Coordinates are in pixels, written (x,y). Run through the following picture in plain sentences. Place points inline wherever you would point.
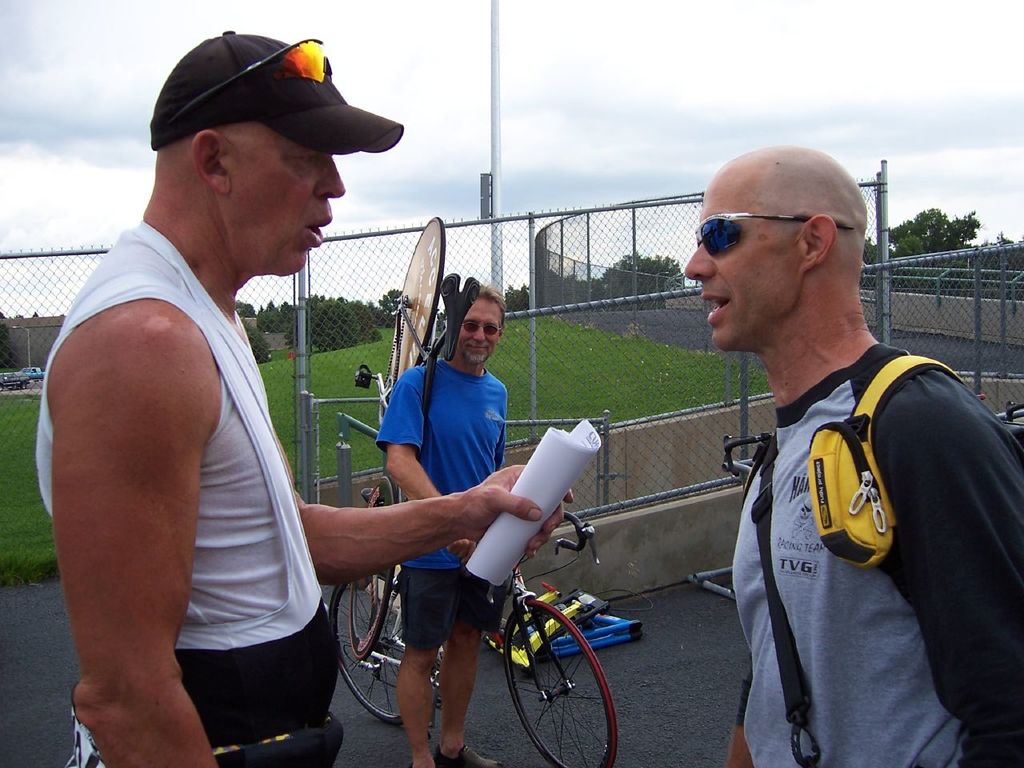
In this image we can see three persons (426,422), one of them is holding papers (480,562), another person (467,418) is carrying a cycle (408,361), there is an another cycle (552,690) beside to him, there is a fencing (495,263), there are vehicles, trees (3,343), also we can see the sky (437,210).
